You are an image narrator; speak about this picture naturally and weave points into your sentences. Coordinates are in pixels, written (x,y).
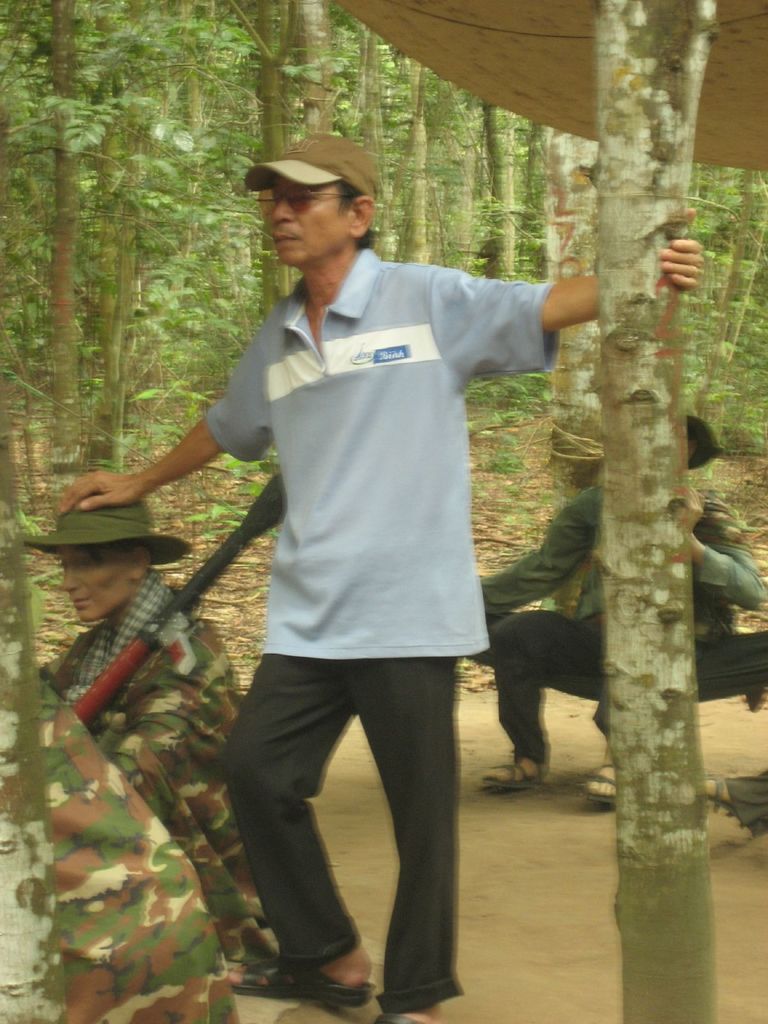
There is a person (290,482) standing and wearing goggles (286,199) and cap (300,159). On the right side (668,674) we can see trunk (678,736) of a tree (628,306). Near to the person (304,506) there is a person (207,728) sitting and wearing hat (89,524). He is holding something in the hand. Also there is a person (560,618) sitting on a hammock (707,669). In the background (384,125) there are trees (522,145).
